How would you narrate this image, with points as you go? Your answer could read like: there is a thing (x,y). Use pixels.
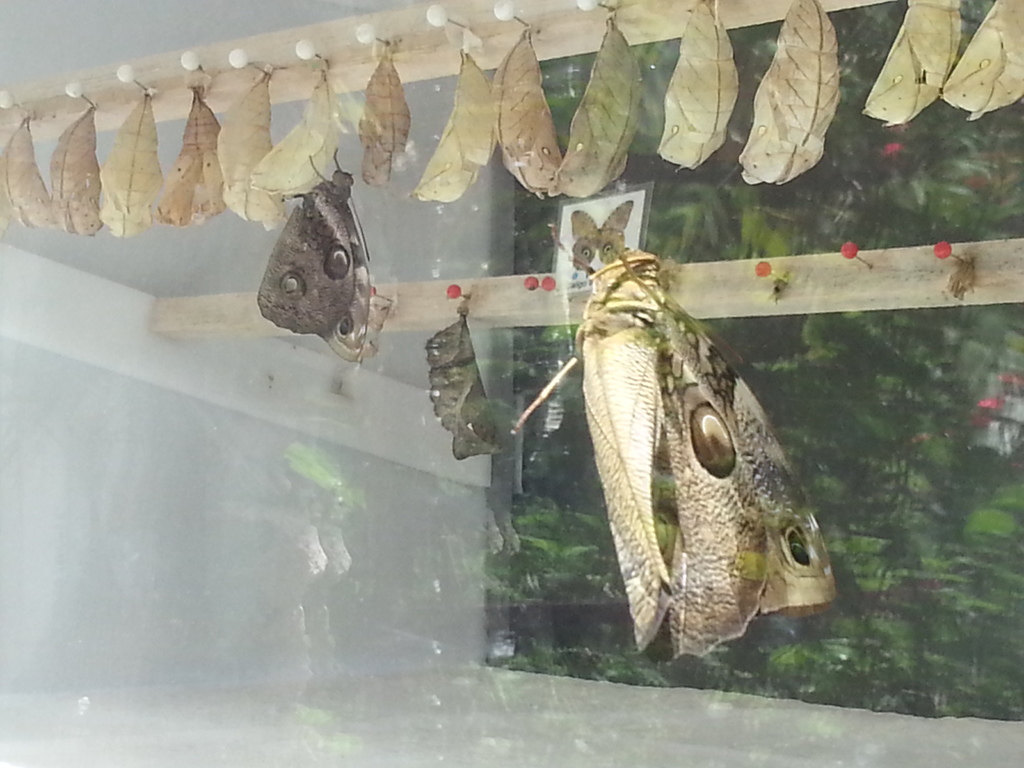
There are two butterflies (604,404). I think these are the chrysalises (463,125), which are hanging to the hangers (424,65). I think this is a glass door (176,426). I can see the trees (837,388).
